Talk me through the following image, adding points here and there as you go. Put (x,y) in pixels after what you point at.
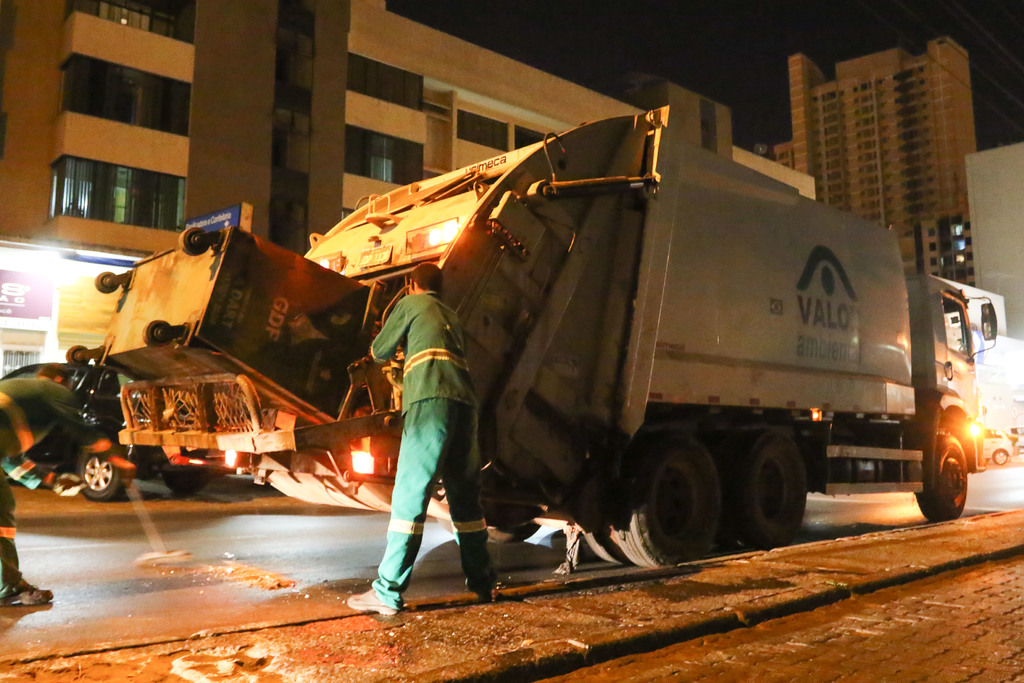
In this image, we can see two people (14,575) are on the road (328,618) near the truck (490,386). At the bottom (74,659), we can see a walkway (878,605). Background (1001,225) there are buildings (973,210), vehicles (1004,441), walls (222,181), banners (8,298).
